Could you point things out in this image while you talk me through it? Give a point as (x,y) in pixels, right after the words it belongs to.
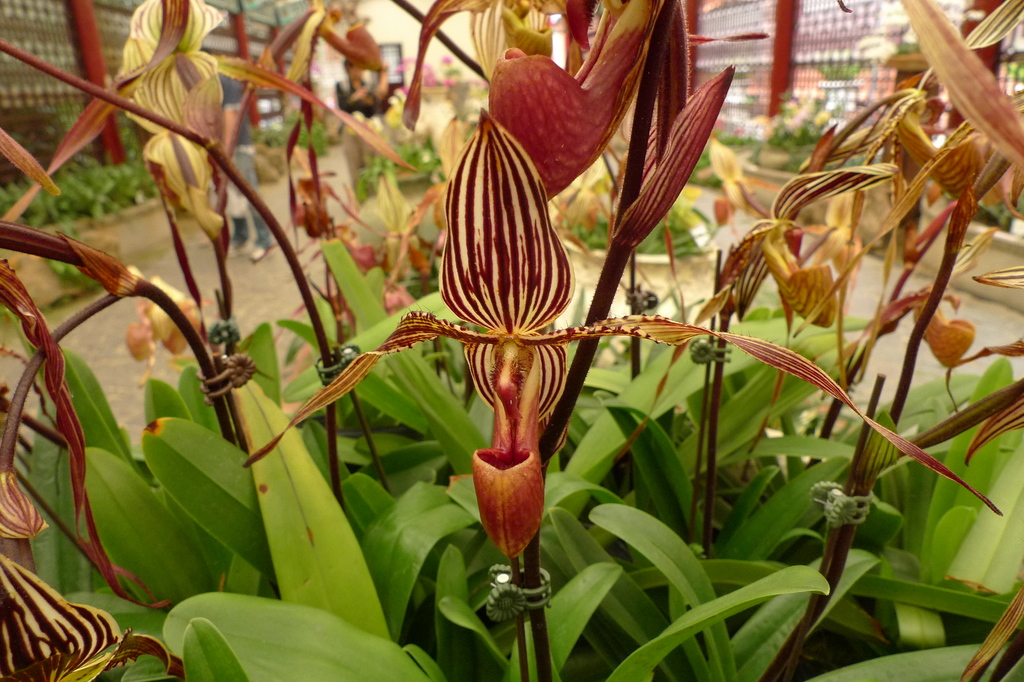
In this picture, we see the plants (715,527) which have flowers (521,450). These flowers (533,454) are in yellow and brown color. Behind that, we see two people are standing. On the left side (115,163), we see a wall (108,225) and the shrubs (139,182). There are plants (795,129) and the buildings (707,57) in the background (779,104).
